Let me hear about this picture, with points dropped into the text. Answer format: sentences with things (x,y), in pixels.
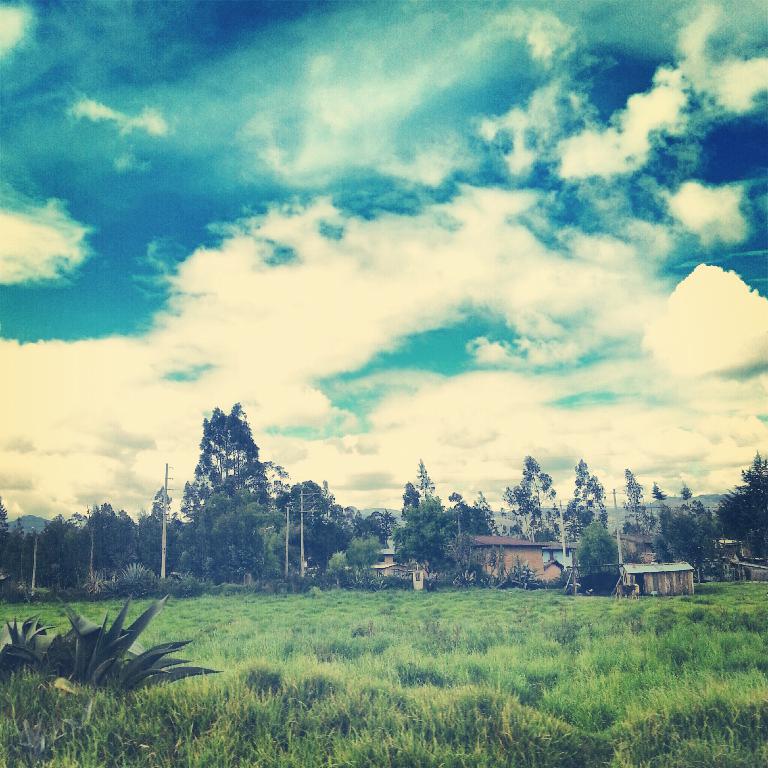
In this image we can see some houses (751,572), some poles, some objects (588,594) on the ground (489,590), some trees (2,511), bushes (57,657), plants (147,682) and grass (520,681) on the ground (480,634). At the top (529,203) there is the cloudy sky (490,124).
